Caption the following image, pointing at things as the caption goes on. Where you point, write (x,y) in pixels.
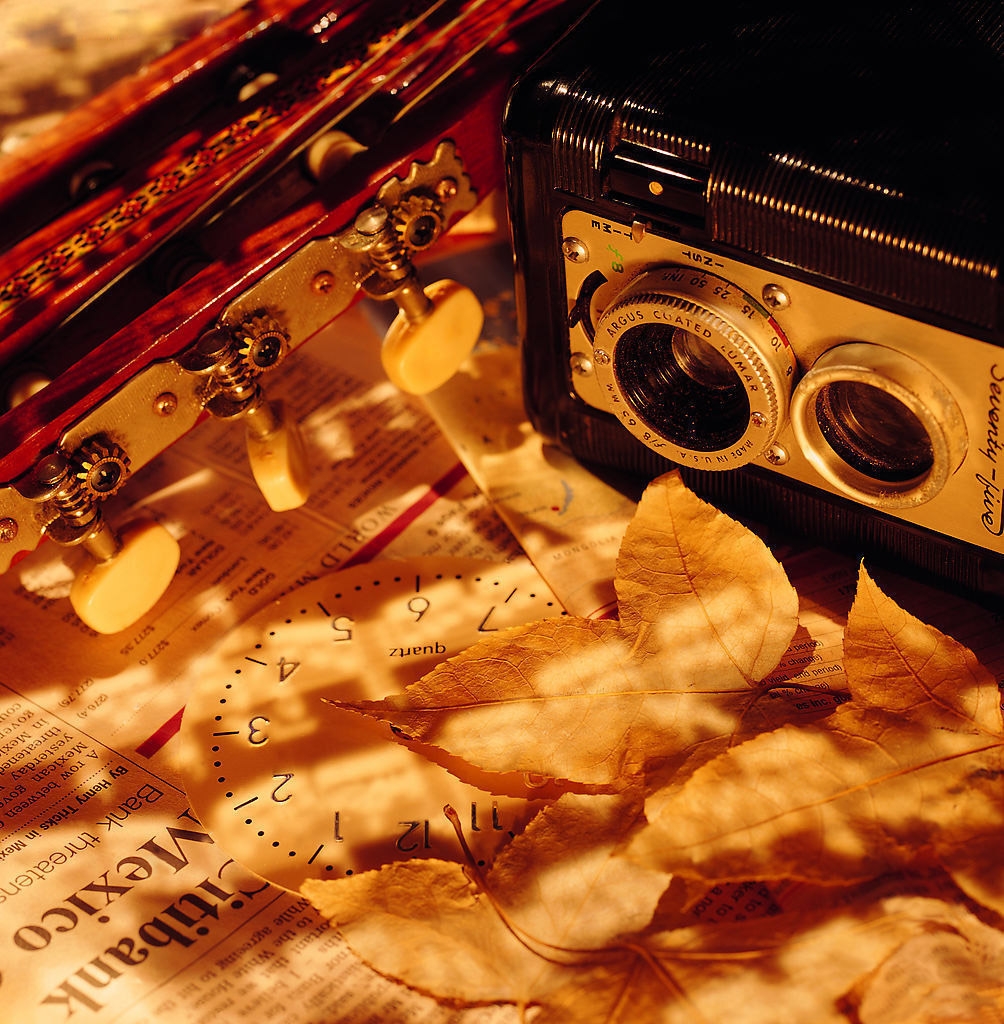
In this image on the right side (841,269) there is one camera (819,441) and at the bottom (157,849) there is one newspaper (154,821) and some leaves (612,665) and a clock (352,638), and on the top of the image (252,209) there is some instrument (161,428).
